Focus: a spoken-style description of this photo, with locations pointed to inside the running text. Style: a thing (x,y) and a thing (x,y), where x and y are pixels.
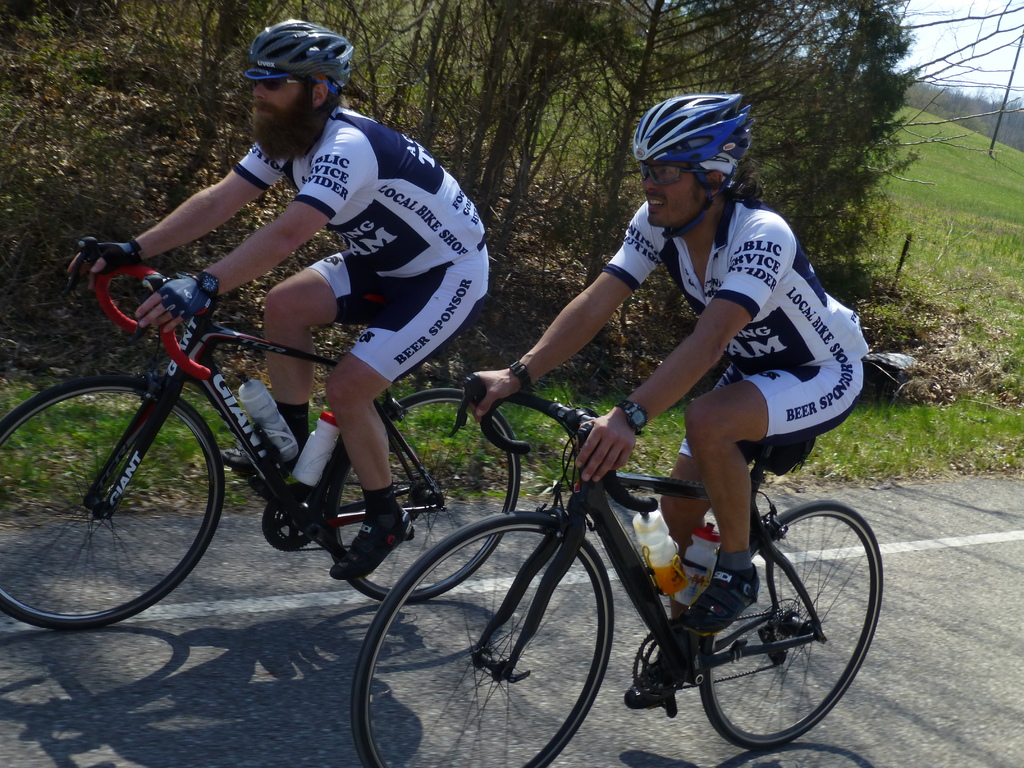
In this image in the center (387,342) there are persons (388,320) riding a bicycle (333,460), wearing a helmet (705,136). In the background (617,51) there are trees (570,47) and there's grass (971,208) on the ground (970,196).
